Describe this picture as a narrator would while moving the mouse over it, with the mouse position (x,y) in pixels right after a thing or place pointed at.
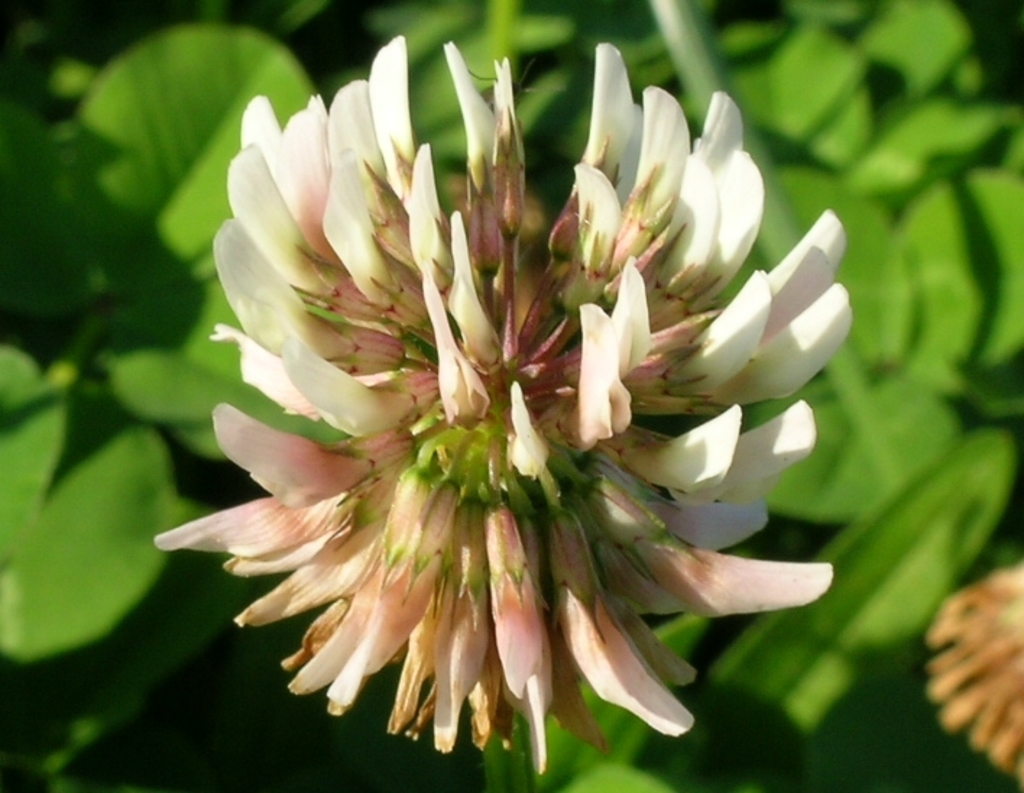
In the middle of the image (565,353) there is a white flower (466,444). Behind the flower (356,402) there are green leaves (860,112) in the background (166,53).
